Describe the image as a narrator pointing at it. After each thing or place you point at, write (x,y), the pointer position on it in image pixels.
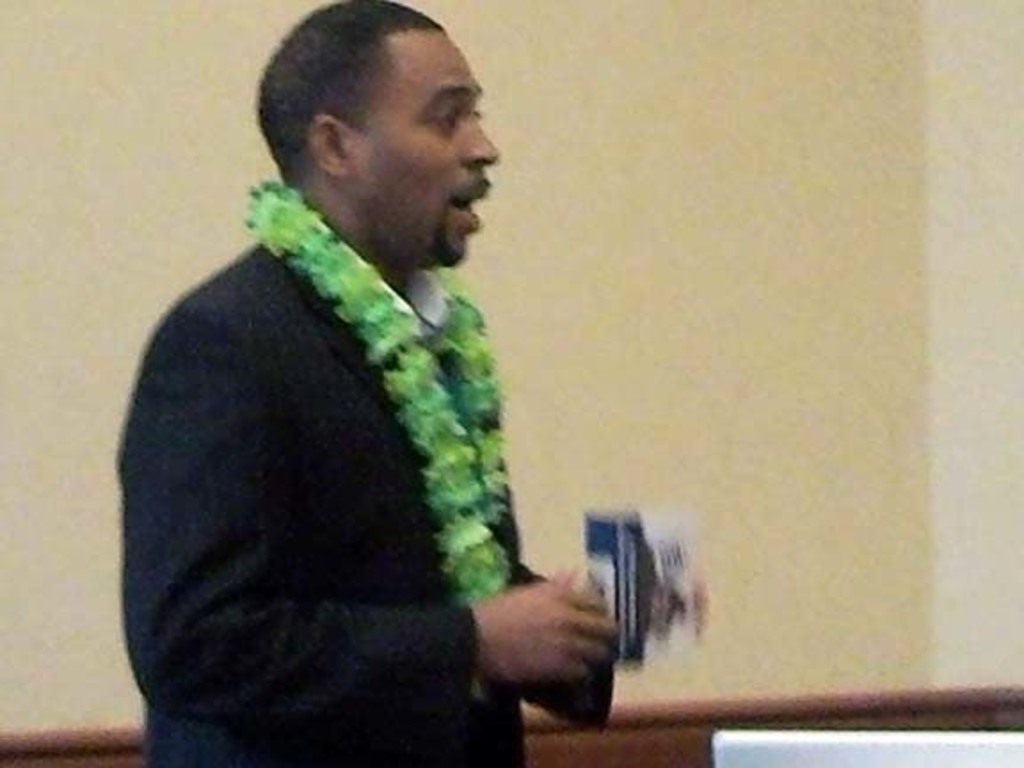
This person (309,97) wore a suit (302,385), garland (432,373) and holding an object (612,537). Background (762,267) there is a wall (648,266).
